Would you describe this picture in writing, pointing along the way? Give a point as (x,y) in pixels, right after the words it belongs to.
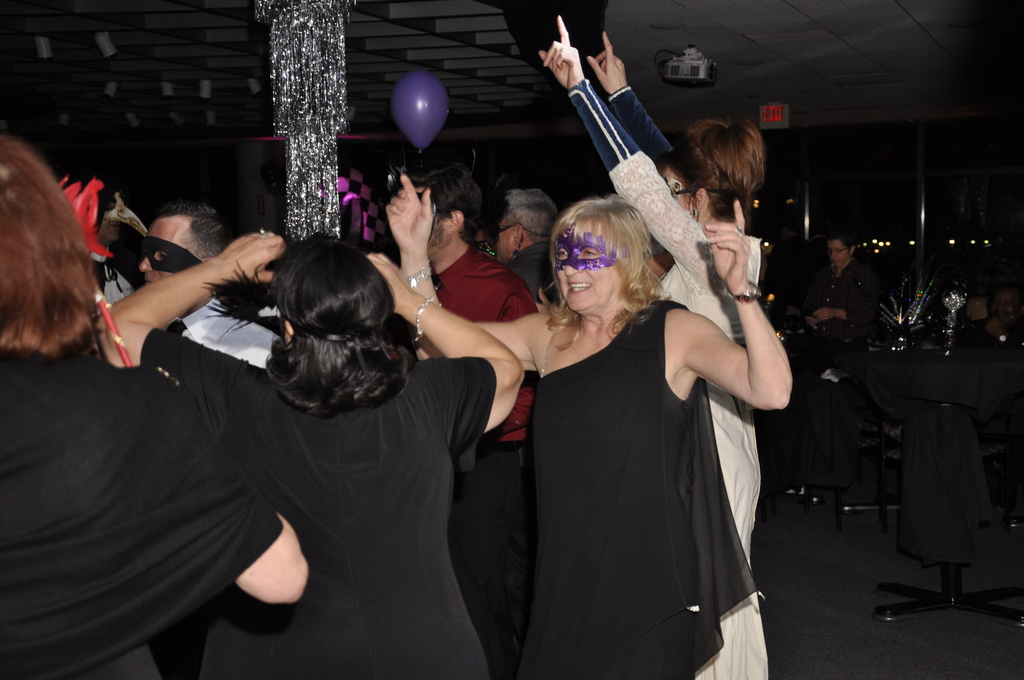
In this image we can see the persons (509,415) dancing on the floor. And at the back (837,302) we can see the person (850,277) standing and there are chairs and table (946,489) with a cloth (896,367). We can see the balloon (433,133) and board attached to the wall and a few objects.
